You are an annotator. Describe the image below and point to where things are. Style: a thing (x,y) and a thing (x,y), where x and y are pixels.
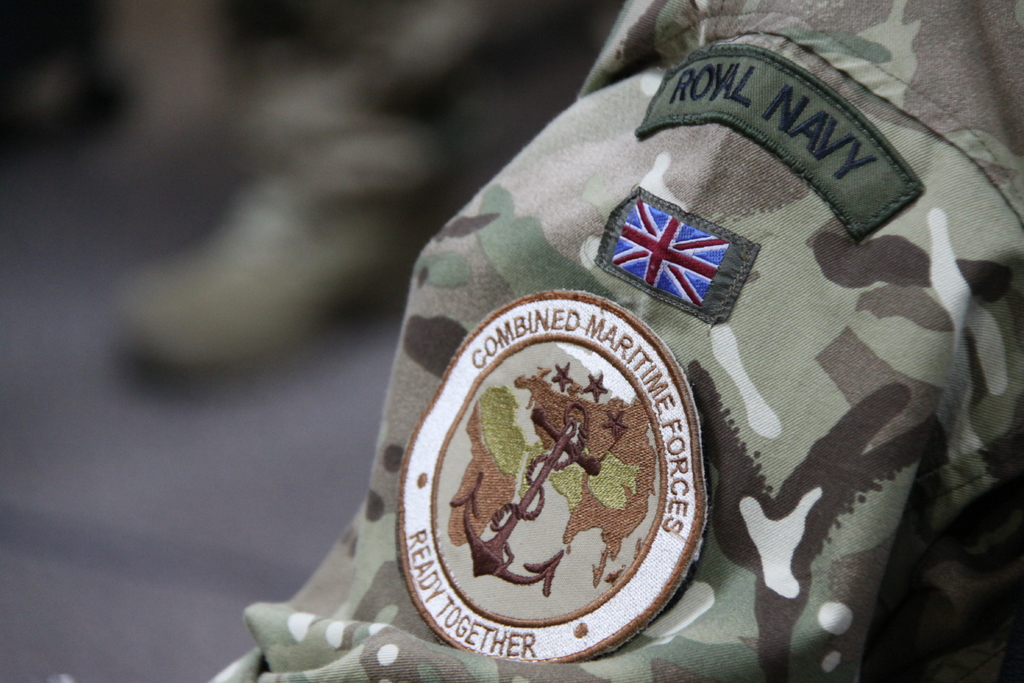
In this image we can see a logo (547,430) on the army dress (819,346).
